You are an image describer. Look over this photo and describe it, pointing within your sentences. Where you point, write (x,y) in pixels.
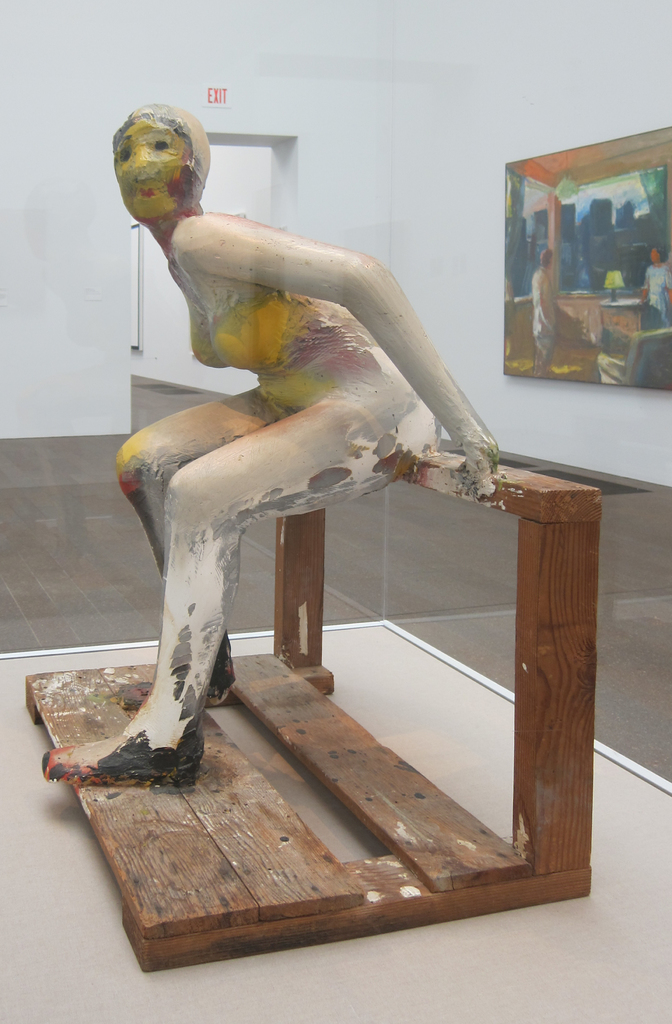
In front of the image there is a statue (183,569) on the wooden board (377,780). There are photo frames (545,265) and an exit board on the wall (472,169). At the bottom of the image (437,760) there is a floor (53,594).
